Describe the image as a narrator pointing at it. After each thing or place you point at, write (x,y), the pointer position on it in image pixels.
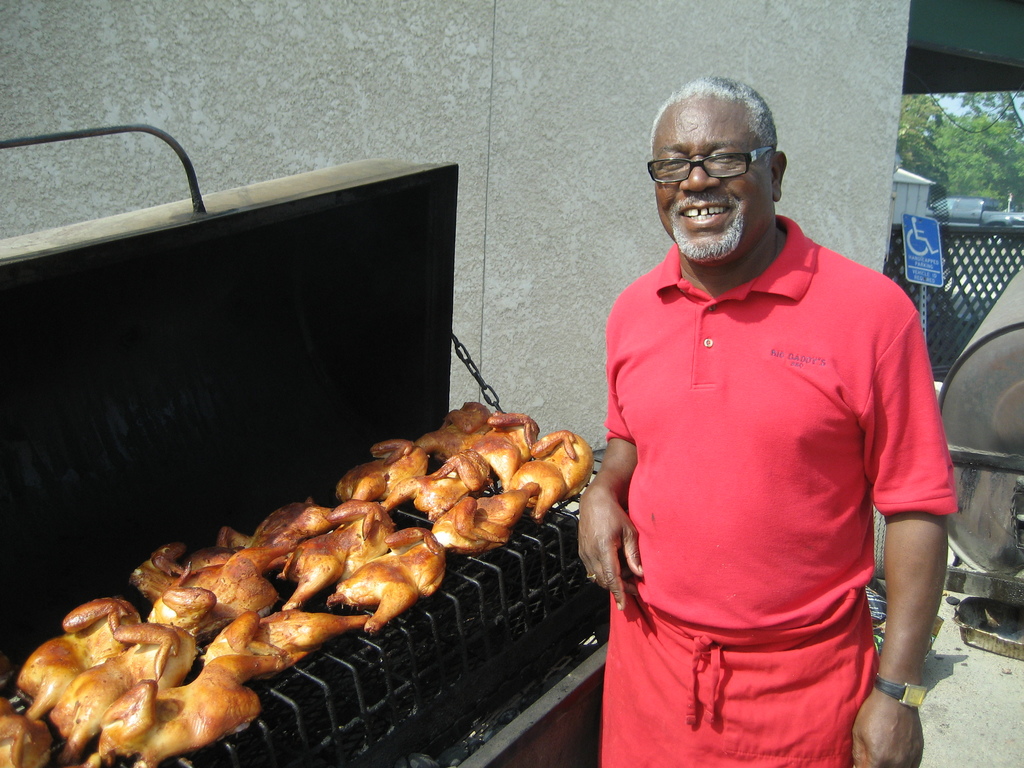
In this image there is a man (720,505) standing. He is smiling. Beside him there is a grill machine (438,631). There is meat (252,579) on the machine (198,544). Behind the machine (149,210) there is a wall (197,61). To the right (915,252) there is a sign board (919,266). In the background (920,195) there are houses (918,181), trees (948,144), vehicles (942,217) and a railing (980,272).
